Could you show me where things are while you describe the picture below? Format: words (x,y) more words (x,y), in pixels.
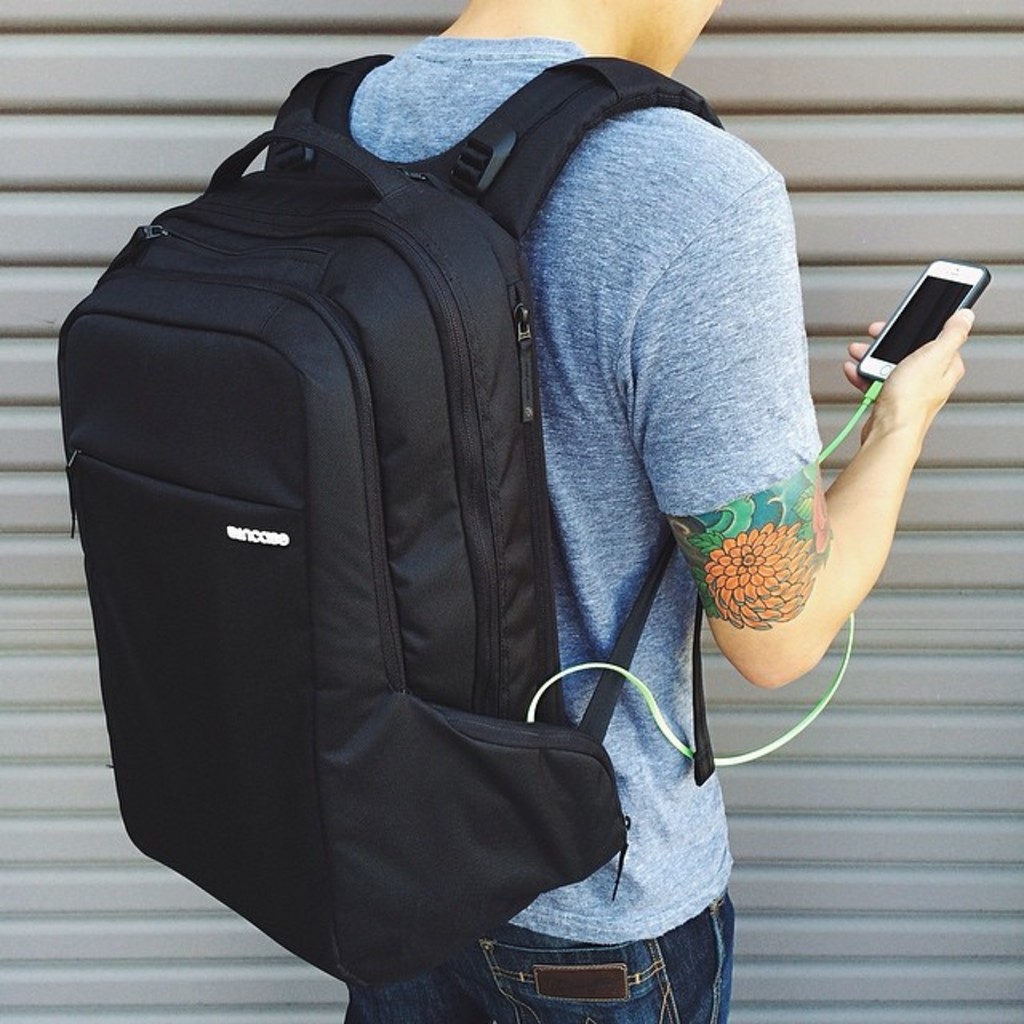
This image consists of a person (733,437) who is carrying a bag (346,555) and he is holding phone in his hand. Bag (513,518) is in black color. He is wearing grey color t-shirt (689,586). He has tattoo (780,591) to his hand (740,535).
